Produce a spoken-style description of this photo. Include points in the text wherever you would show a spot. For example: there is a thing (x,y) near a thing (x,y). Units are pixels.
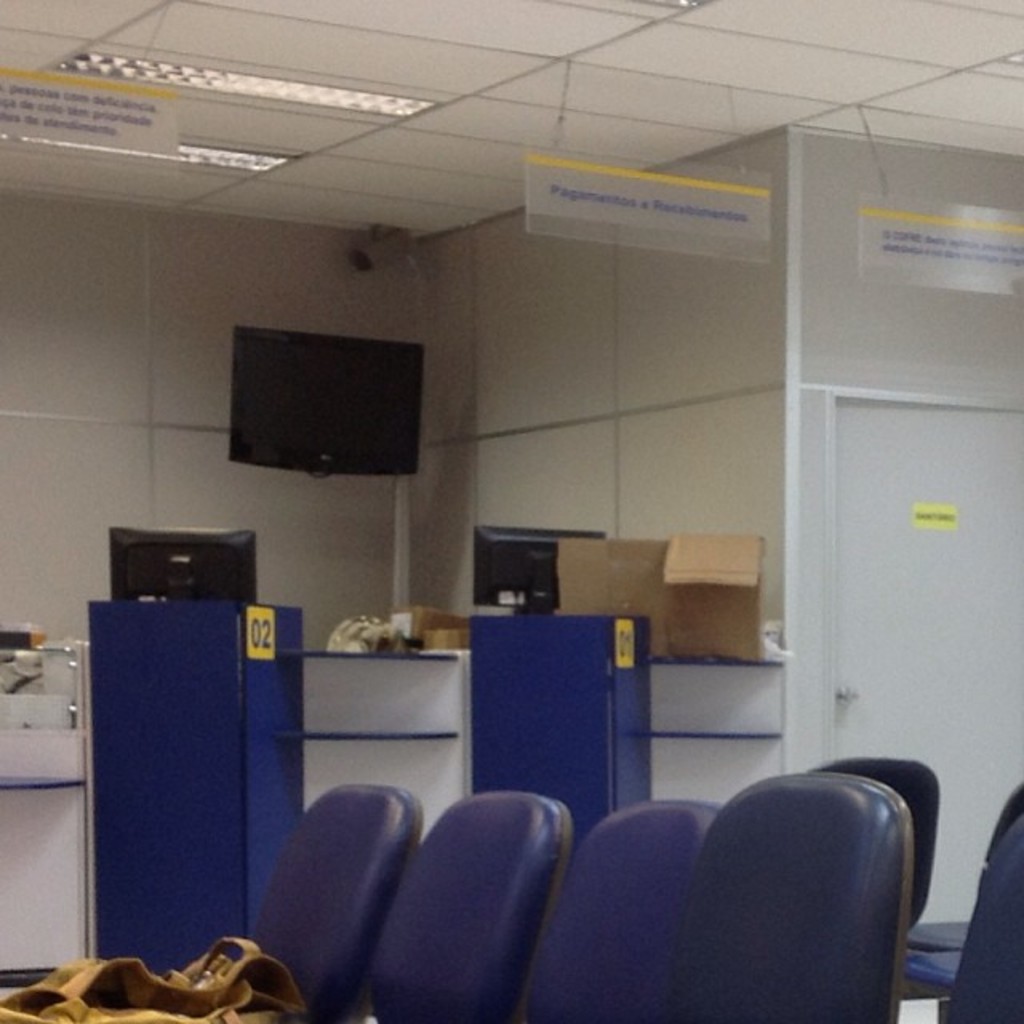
This image is taken inside a room (613,907). At the bottom of the image (657,931) there are chairs (598,853). In the background of the image (643,368) there is wall (824,424). There is a door (925,492). There is a TV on the wall (416,337). At the top of the image (86,1) there is ceiling (22,176) with lights (298,98) and name board (571,228).
